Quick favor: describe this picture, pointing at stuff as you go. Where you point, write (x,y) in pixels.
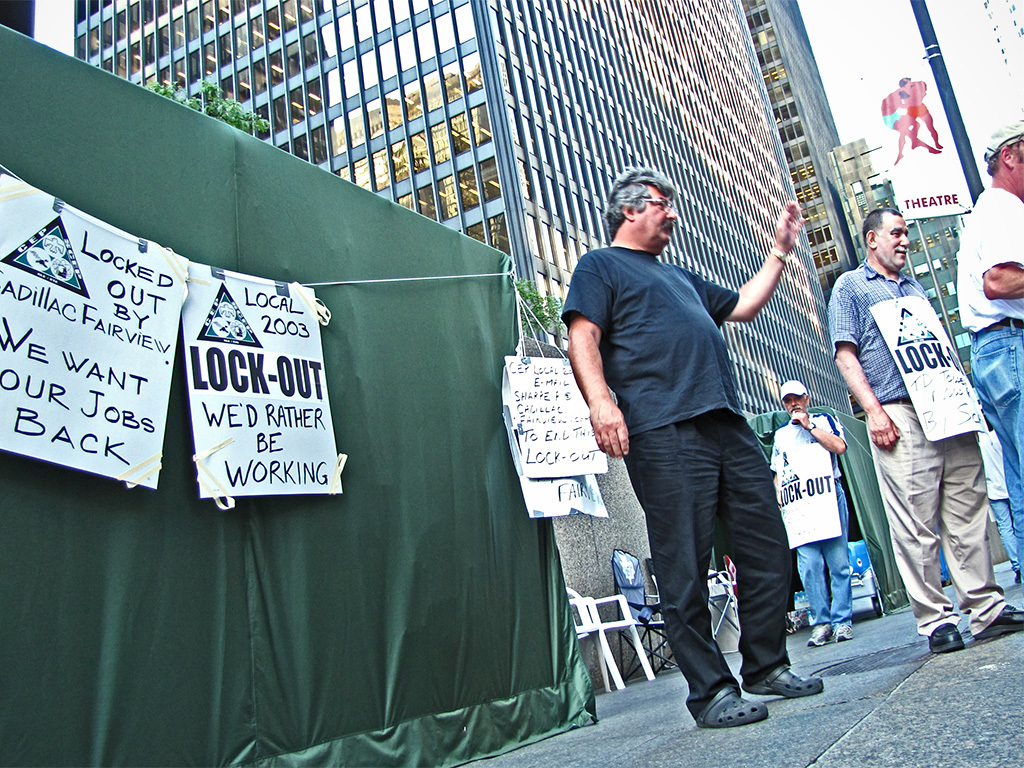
In this picture we can see skyscrapers (634,103). On the right side of the picture (957,105) we can see a pole (937,56) and a banner (923,78). We can see people (854,364) standing on the road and there are white boards (62,415), something written on the boards (32,415). Behind the people (696,414) we can see chairs (587,628). There are leaves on the left side of the picture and we can see green curtain (567,614).
